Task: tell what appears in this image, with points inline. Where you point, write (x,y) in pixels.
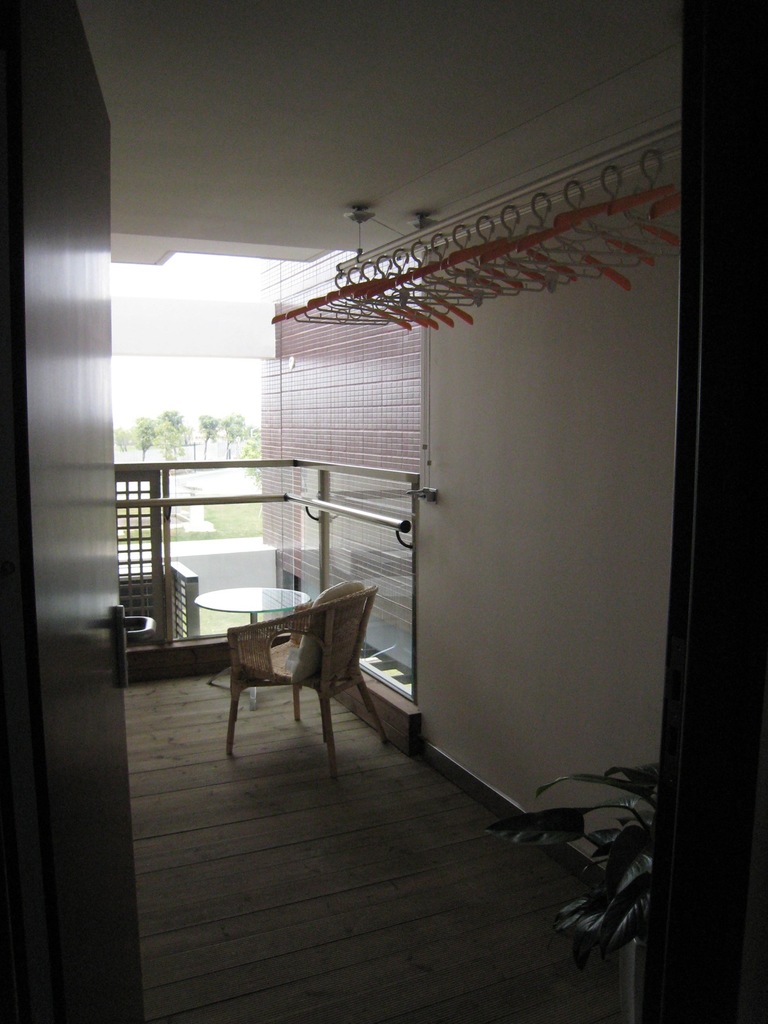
In this image we can see table (229,603), chair (239,653), wall (274,407), fencing (190,600), hangers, door (31,711), trees (163,441) and sky (166,378).
